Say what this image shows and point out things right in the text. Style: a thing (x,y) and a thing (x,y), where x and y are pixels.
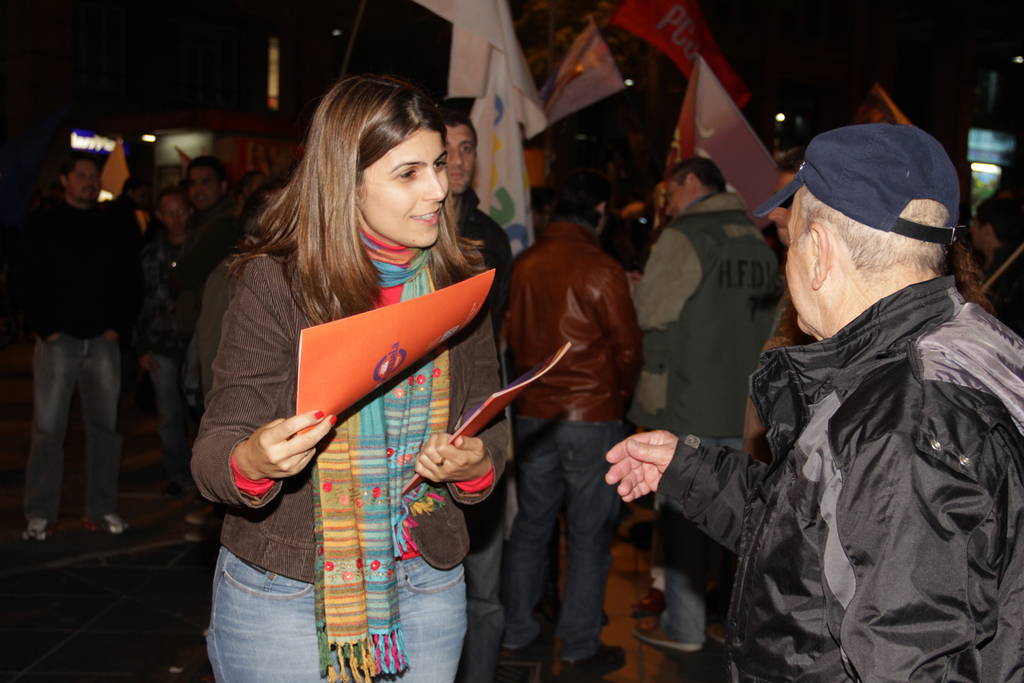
In this picture I can see a person (317,323) holding the object (366,376). I can see a person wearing the hat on the right side (797,394). I can see a few people (751,338) in the background (789,313). I can see the flags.
